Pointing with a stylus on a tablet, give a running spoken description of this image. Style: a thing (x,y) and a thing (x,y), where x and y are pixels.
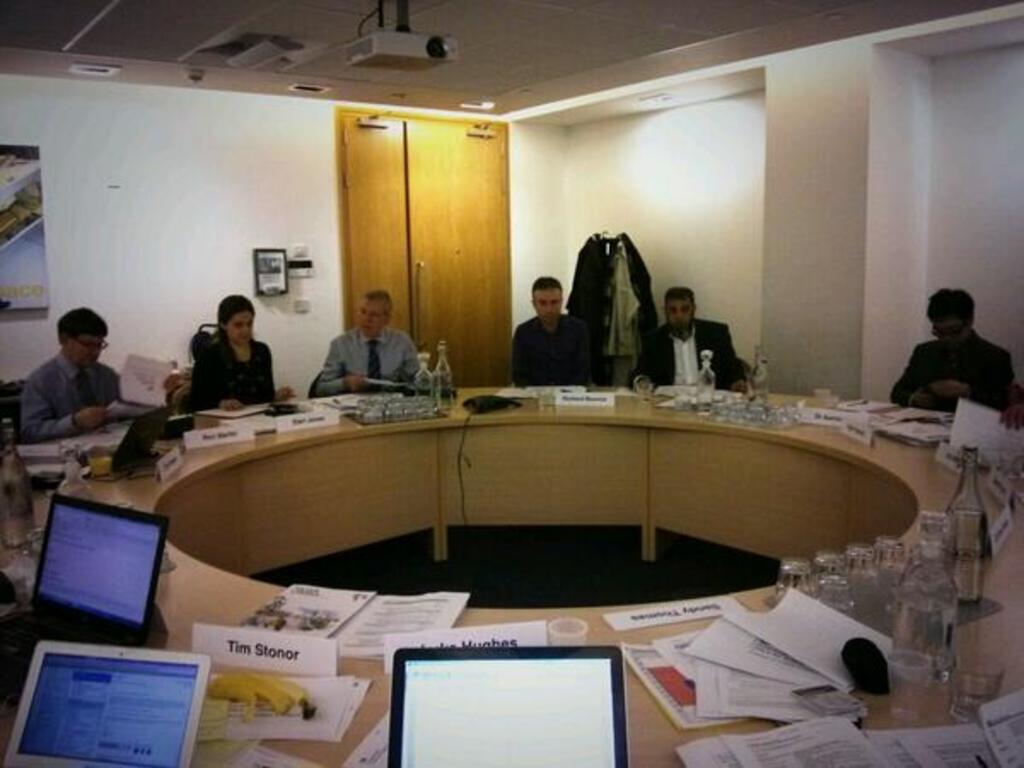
In this image I can see few persons (232,374) are sitting on chairs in front of the cream colored desk (679,444) and on the desk (610,463) I can see few bottles (894,599), few glasses (398,412), few papers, few laptops (570,728) and few other objects (296,692). In the background (146,226) I can see the white colored wall (130,224), the brown colored door (415,221), the ceiling (519,45), few lights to the ceiling (292,91), few objects (259,258) to the wall (108,243) and the projector (378,63).
